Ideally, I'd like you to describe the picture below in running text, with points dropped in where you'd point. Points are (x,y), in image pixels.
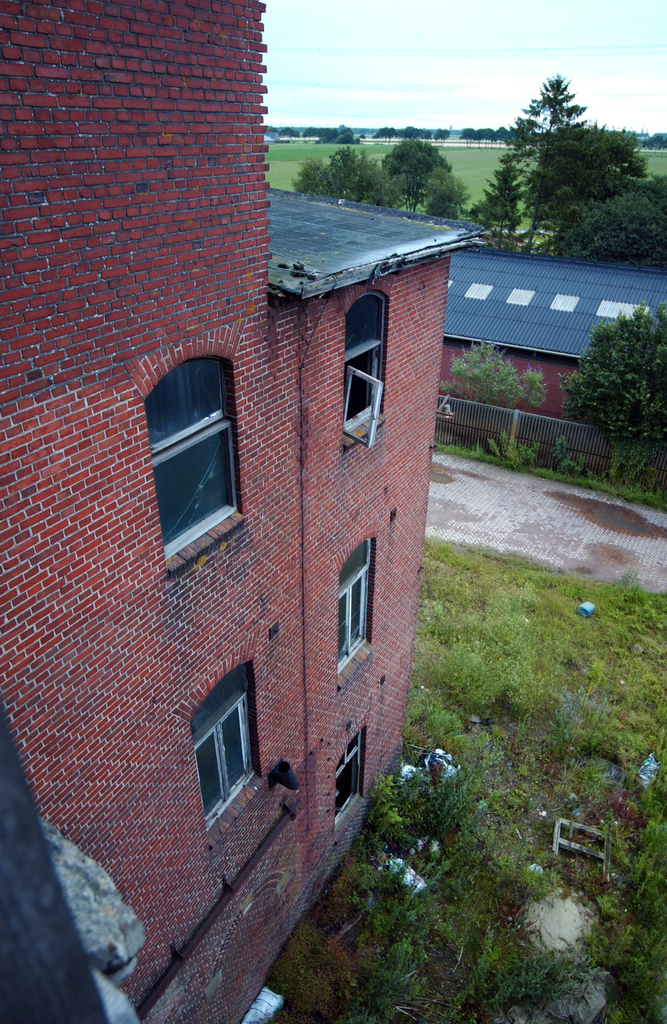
In this image I can see few buildings (375,336), windows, trees (654,193), grass (274,163) and the sky (531,8).
